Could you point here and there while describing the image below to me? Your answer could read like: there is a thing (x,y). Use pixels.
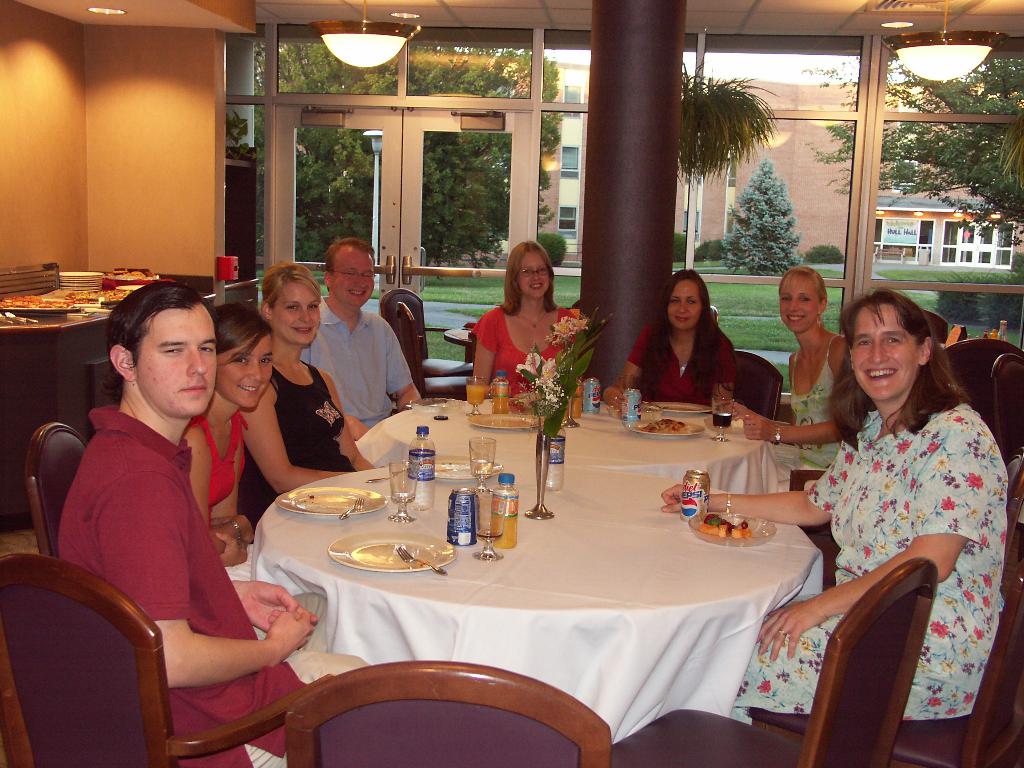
In the middle of the image (371,478) there are two tables (763,559) on the tables (385,629) there are some bottles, plates (690,427), forks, spoons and tins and there is a flower pot (593,346). Surrounding the table (532,491) few people (948,409) are sitting and smiling. Behind them there is a glass door (512,175) and there is a glass window (964,182). Through the glass window (736,319) we can see grass (752,320) and there are some trees (786,196) and there are few buildings (918,220). Top left side of the image (111,61) there is a wall (135,46). Top of the image (992,13) there is a roof (1000,23) and lights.
